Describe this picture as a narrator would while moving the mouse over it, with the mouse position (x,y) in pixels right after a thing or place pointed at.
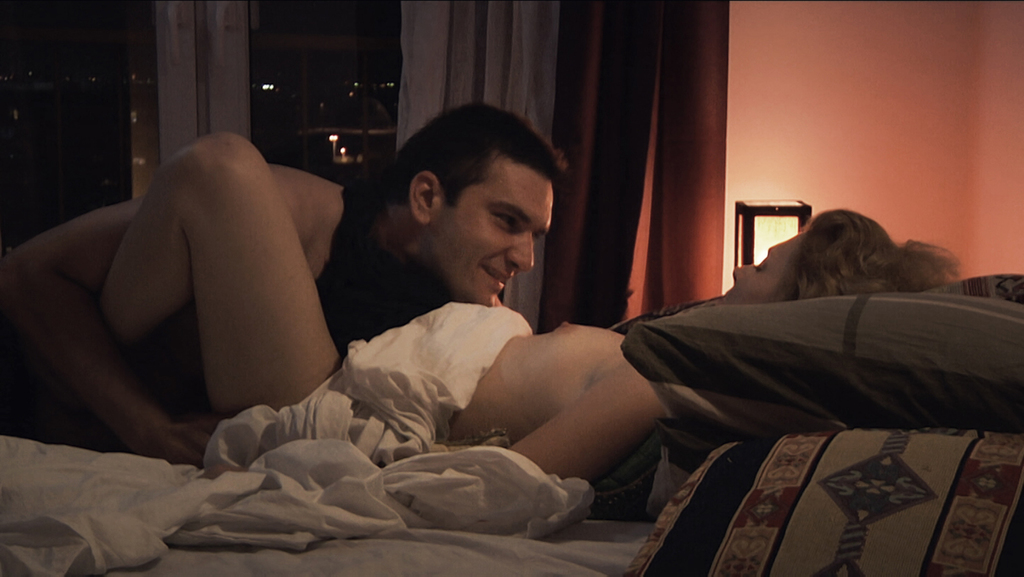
This is an inside view of a room (617,409). Here I can see a woman (280,329) and a man (382,263) are laying on a bed (320,556). There are few pillows (777,492) and bed-sheets (307,479). In the background (596,60), I can see the curtains (484,60) to the windows (230,40). On the right side (867,98) there is a wall (837,118) and a lamp (766,223).
